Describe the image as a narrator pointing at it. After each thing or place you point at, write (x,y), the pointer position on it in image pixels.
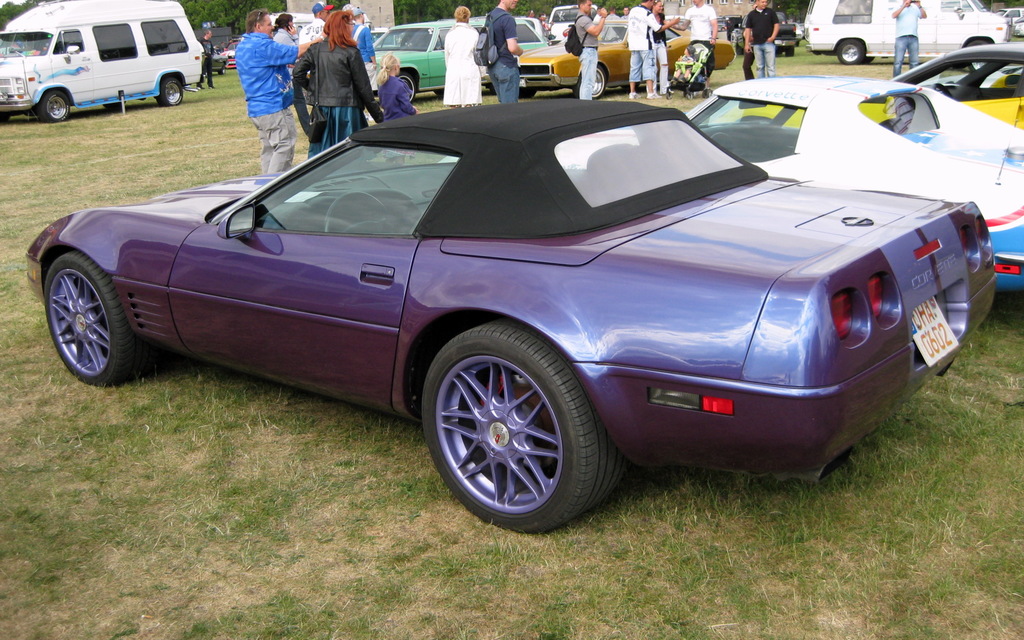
In this picture I can see a car (590,366) is parked, it is in brinjal color. At the top (281,145) few people (351,105) are walking on this grass (168,397), on the right side (872,39) few vehicles (890,35) are parked.
